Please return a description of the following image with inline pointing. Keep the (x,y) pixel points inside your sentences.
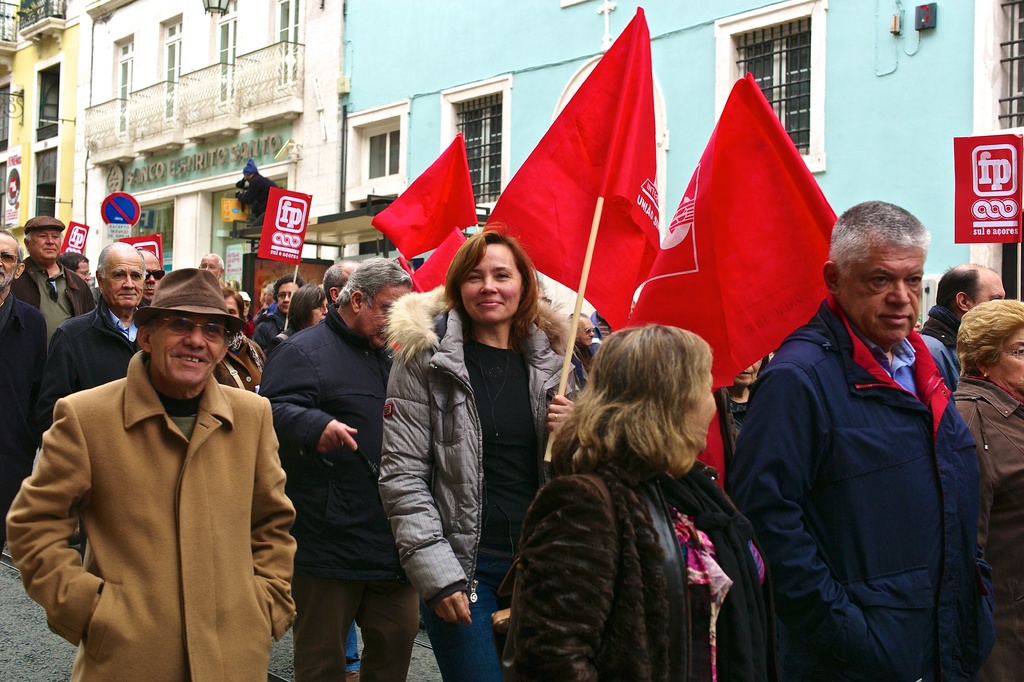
The picture consists of a people (283,281) holding flags (693,232) and placards (69,246) protesting on the street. In the background (302,72) there are buildings (191,176), sign board (147,186), windows (162,223) and other objects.
